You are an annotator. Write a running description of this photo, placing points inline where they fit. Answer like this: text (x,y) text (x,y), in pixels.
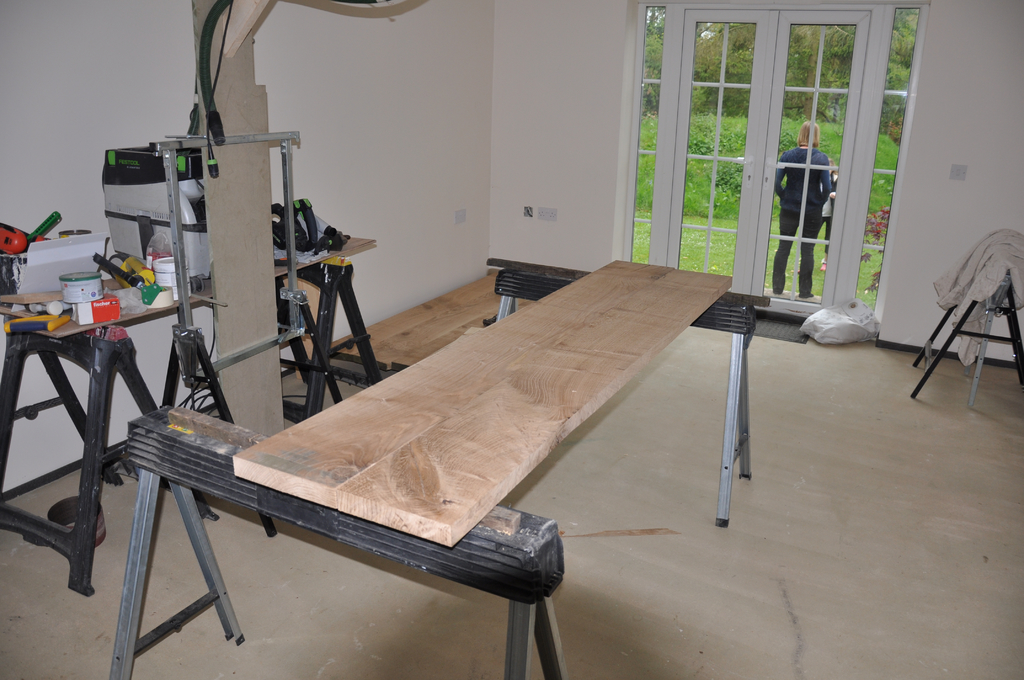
This picture is clicked inside the room (820,435). In this picture, we see the stands (551,606) on which wooden plank (446,403) is placed. Beside that, we see a wooden table (117,311) and stand (117,369) on which many objects (132,265) are placed. Beside that, we see the stand (329,306). Behind that, we see a white wall (506,102). On the right side (978,370), we see a stand (1014,335) on which white color cloth (1003,236) is placed. Beside that, we see a plastic cover (836,319). In the background (810,172), we see the glass door (779,164) from which we can see the trees (741,99), shrubs (726,170), grass (701,231) and two people (802,295) are standing.
